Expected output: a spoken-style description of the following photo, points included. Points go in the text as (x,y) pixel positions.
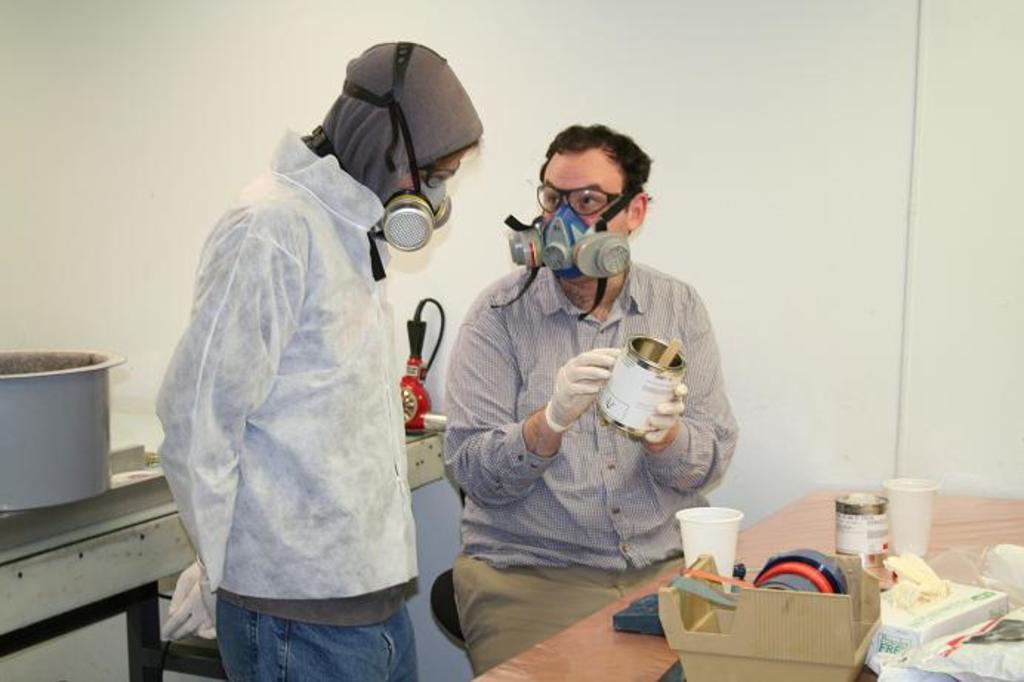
In this image we can see men (563,215) wearing masks (522,237) to their mouths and one of them is holding a tin (645,373) in the hands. In the background (876,474) there are glass tumblers (912,540), tissue holder (917,610), vessel (89,413) and walls (135,183).
